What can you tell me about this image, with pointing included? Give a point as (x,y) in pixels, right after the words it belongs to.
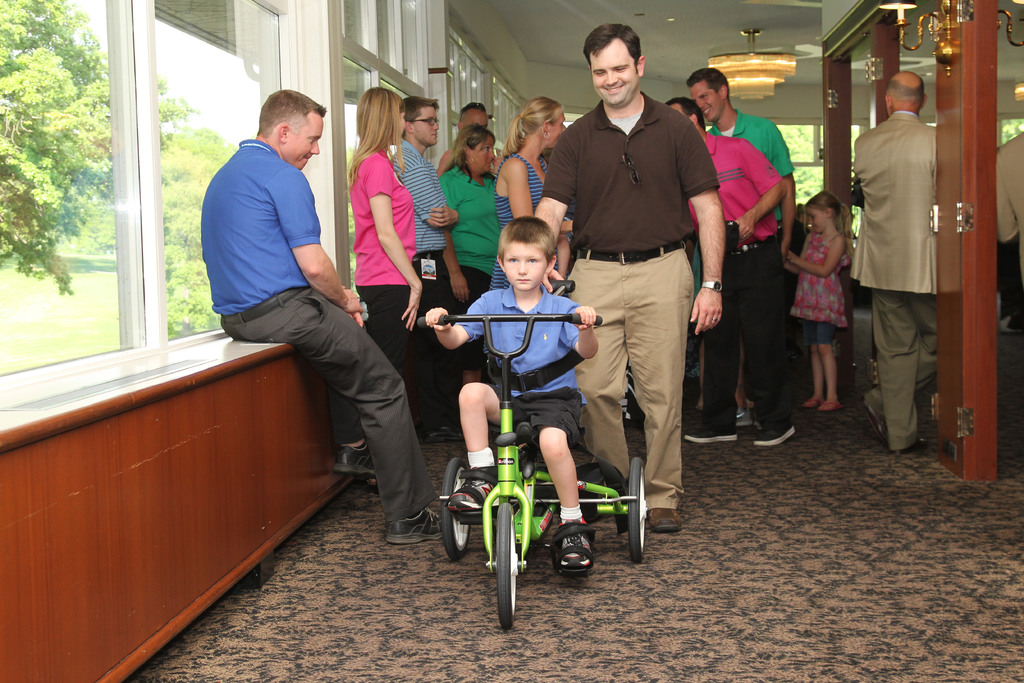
In the center of the image (584,341) we can see a boy (489,490) is riding a bicycle (467,537). In the background of the image (369,293) we can see some people (710,297) are standing. On the right side of the image (968,117) we can see a door (949,191), lights (943,64) and a man (903,235) is standing and also we can see the reflection (1003,203) of a man (1003,185). On the left side of the image (318,337) we can see a man (287,170) is sitting on the wall (246,353) and also we can see the glass windows (180,237). Through glass windows (191,137) we can see the trees (197,231), grass (82,287) and sky (187,88). At the bottom of the image (569,644) we can see the floor (810,608). At the top of the image (764,12) we can see the roof (720,35) and chandelier (733,92).
